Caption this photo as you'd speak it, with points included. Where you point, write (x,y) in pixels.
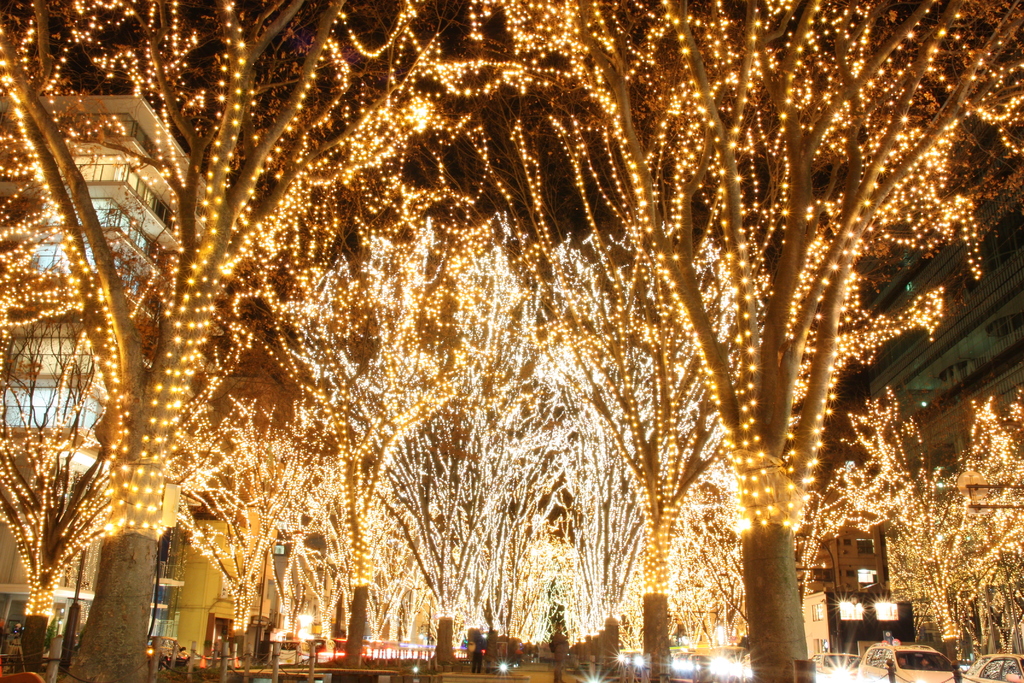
In this image, there are some trees (785,311), there are some lights (786,159) on the trees (142,371), at the left side (130,275) there is a building (125,140).
